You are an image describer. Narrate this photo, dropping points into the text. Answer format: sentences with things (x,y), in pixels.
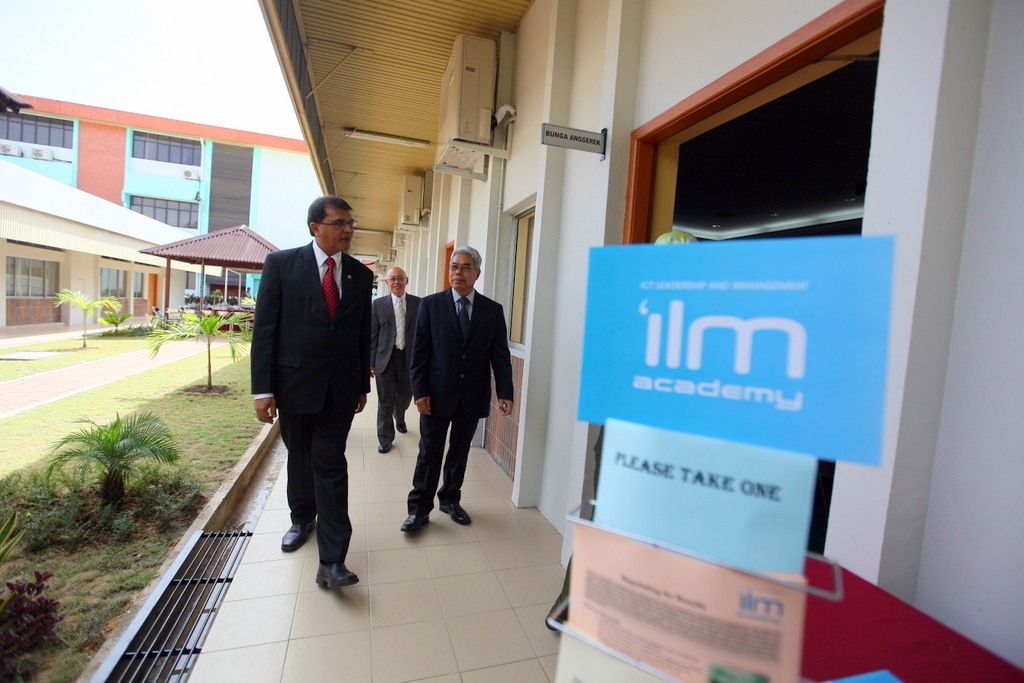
In this picture there are people (291,347) in the center of the image (428,385) and there are pamphlets (697,579) on the right side of the image (685,629) and there are buildings (216,167) and plants (73,514) in the background area of the image (248,287), there is roof (374,218) at the top side of the image (388,218).
